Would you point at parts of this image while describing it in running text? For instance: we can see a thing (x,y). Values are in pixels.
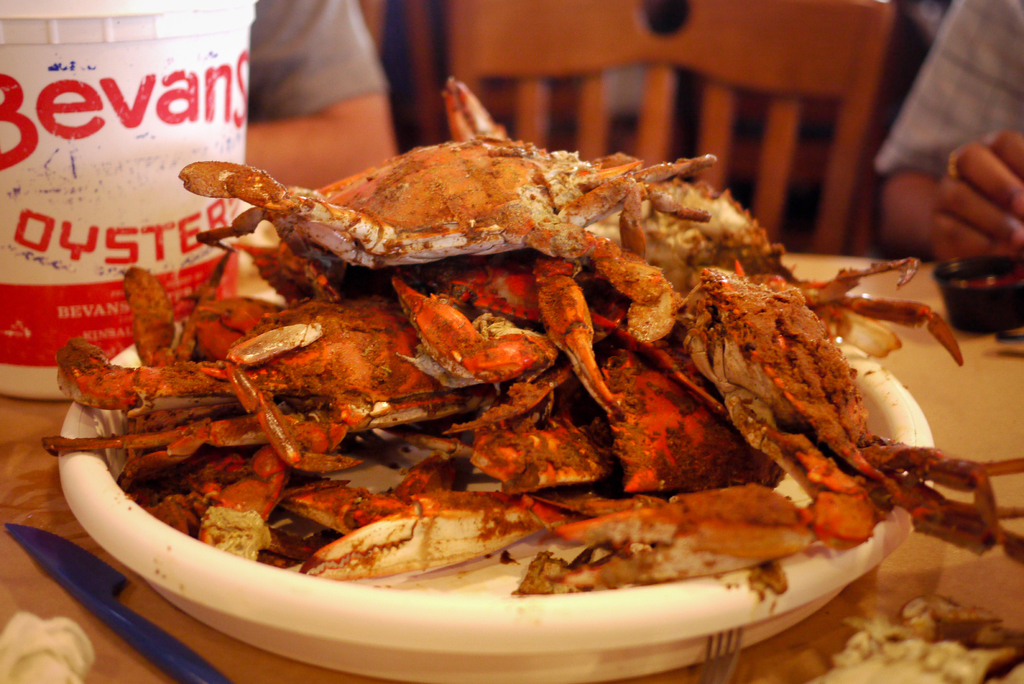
In this image we can see food items (370,495) on a plate (491,586). Beside the plate (491,586) we can see a knife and few objects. Behind the plate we can see few persons (364,115) and chairs (853,159). In the top left (122,125), we can see a plastic container (112,220) and there is some text (140,99) on the container (91,278).
